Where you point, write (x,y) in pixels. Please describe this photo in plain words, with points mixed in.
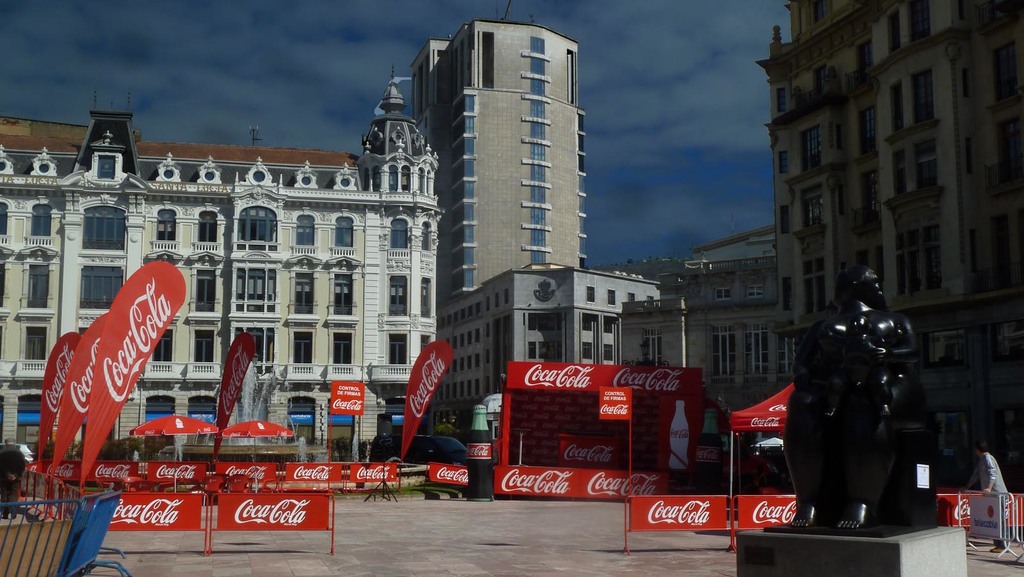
In the picture I can see the black color statue (862,506) and a person (994,493) standing near the barriers (951,522) and they are on the right side of the image (1006,499). Here I can see tents (668,466), banners (957,505), umbrellas (176,465), tower buildings (558,241) and a cloudy sky (309,38) in the background (470,215).
